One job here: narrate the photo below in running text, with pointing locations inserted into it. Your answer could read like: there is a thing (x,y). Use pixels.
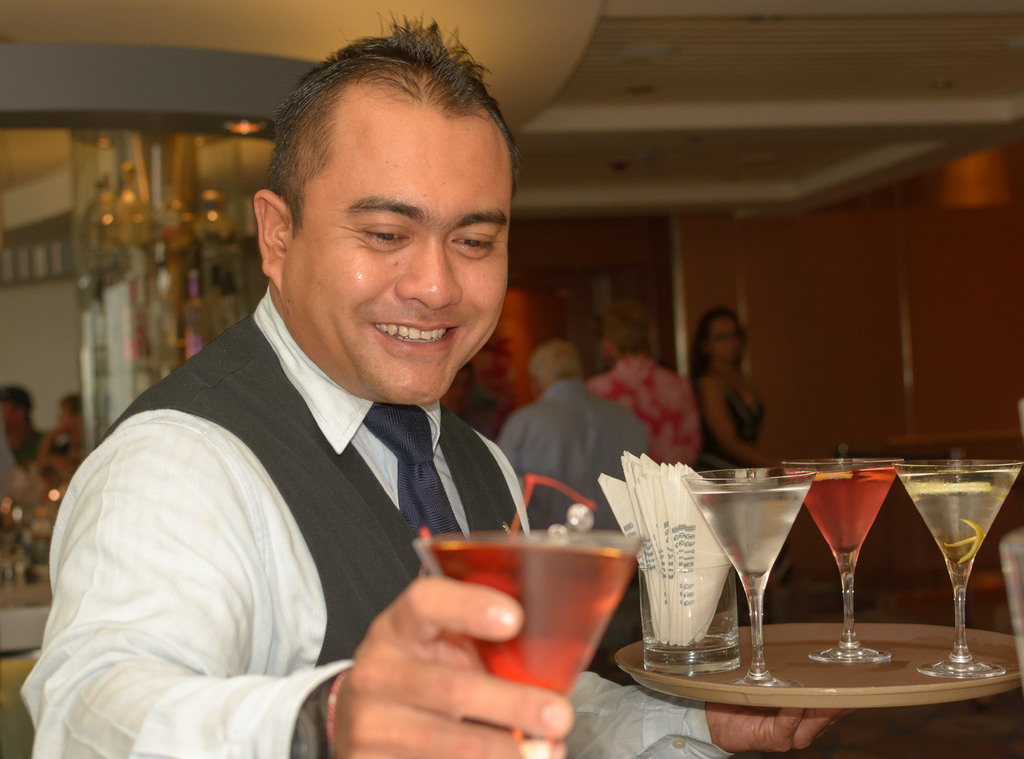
In this picture we can see a man (367,150) holding a glass (568,647) with drink (568,647) in it in his hand (490,627). We can see persons (728,317) standing and sitting. This is a wall (48,286). this is a ceiling (665,76).
